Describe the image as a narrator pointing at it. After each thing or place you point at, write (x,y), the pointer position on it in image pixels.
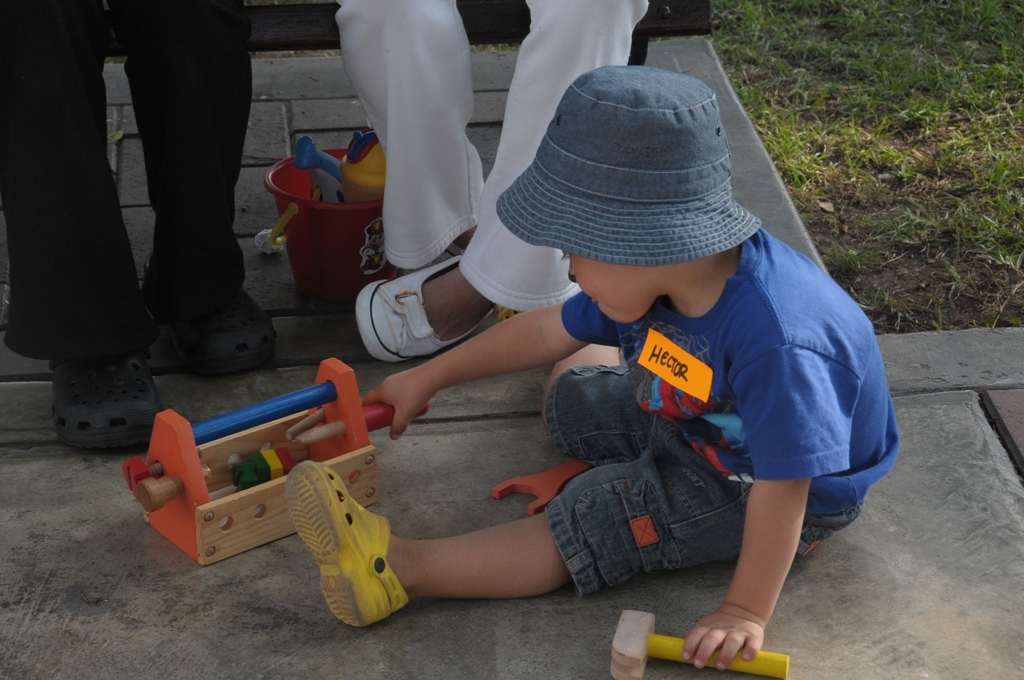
In this image, I can see a kid (574,573) sitting on the floor (314,132) and playing with toys (244,460). I can see two people (444,80) sitting on the bench (302,37). On the right side of the image (786,129), there is grass (963,207). Under the bench (327,37), I can see a bucket (362,257) with toys (324,185).
